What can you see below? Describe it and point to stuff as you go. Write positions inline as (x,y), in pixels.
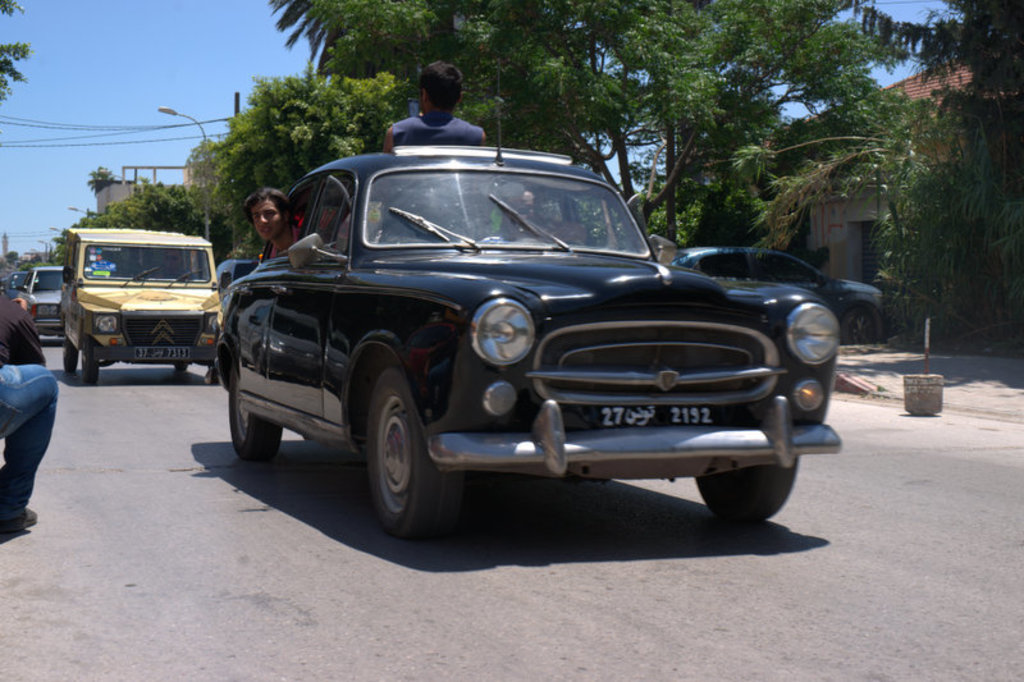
There are some people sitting in a black car (410,316) and there are many cars (117,279) behind it and there are trees (506,71) around them.
